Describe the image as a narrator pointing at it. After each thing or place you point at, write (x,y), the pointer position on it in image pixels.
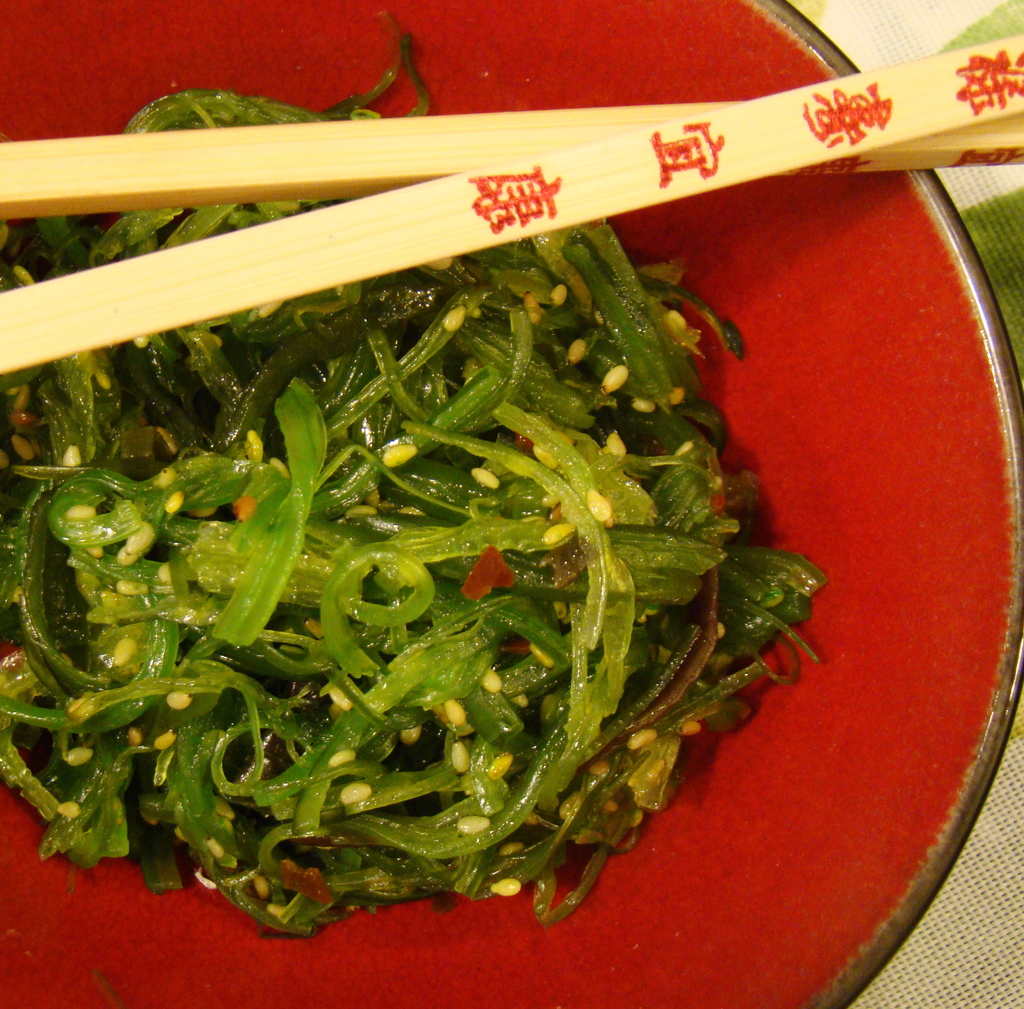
There is some food (594,477) in the bowl (810,442) and these are chopsticks (630,181).
